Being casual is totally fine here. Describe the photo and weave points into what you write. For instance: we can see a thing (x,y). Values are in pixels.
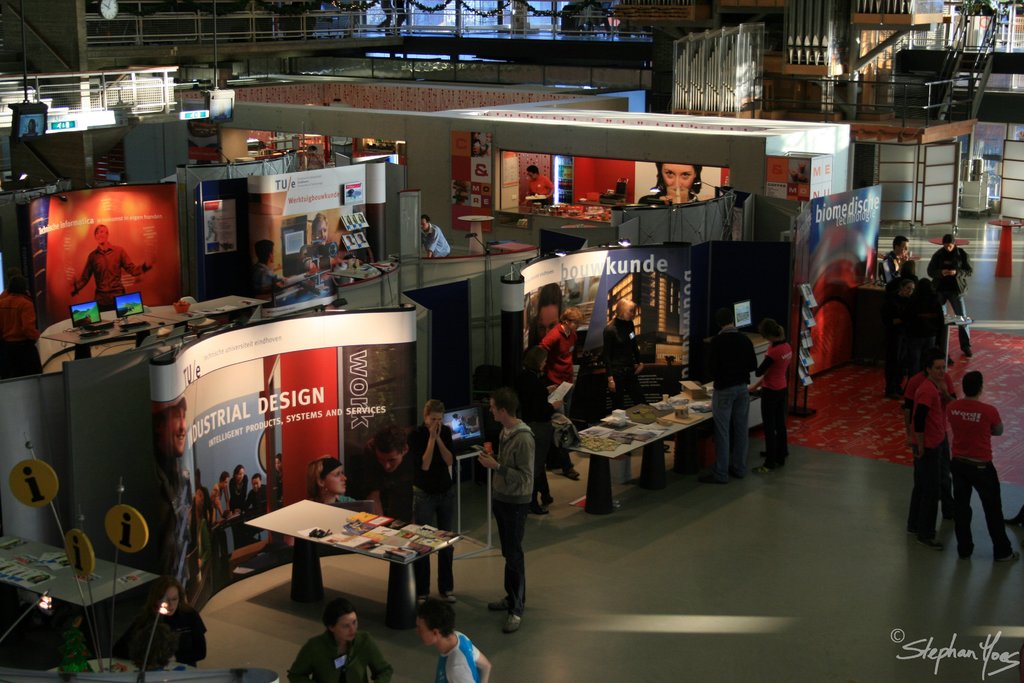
In this picture there are group of people (613,374) standing and there are books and computers (85,317) and objects (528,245) on the tables (78,334) and there are boards (680,297) and there is text (236,344) on the boards (362,438) and there are photos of group of people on the boards (544,263). At the back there is a staircase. At the bottom (787,601) there is a floor (789,518). At the bottom right (976,658) there is text (936,658). At the top left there is a clock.
